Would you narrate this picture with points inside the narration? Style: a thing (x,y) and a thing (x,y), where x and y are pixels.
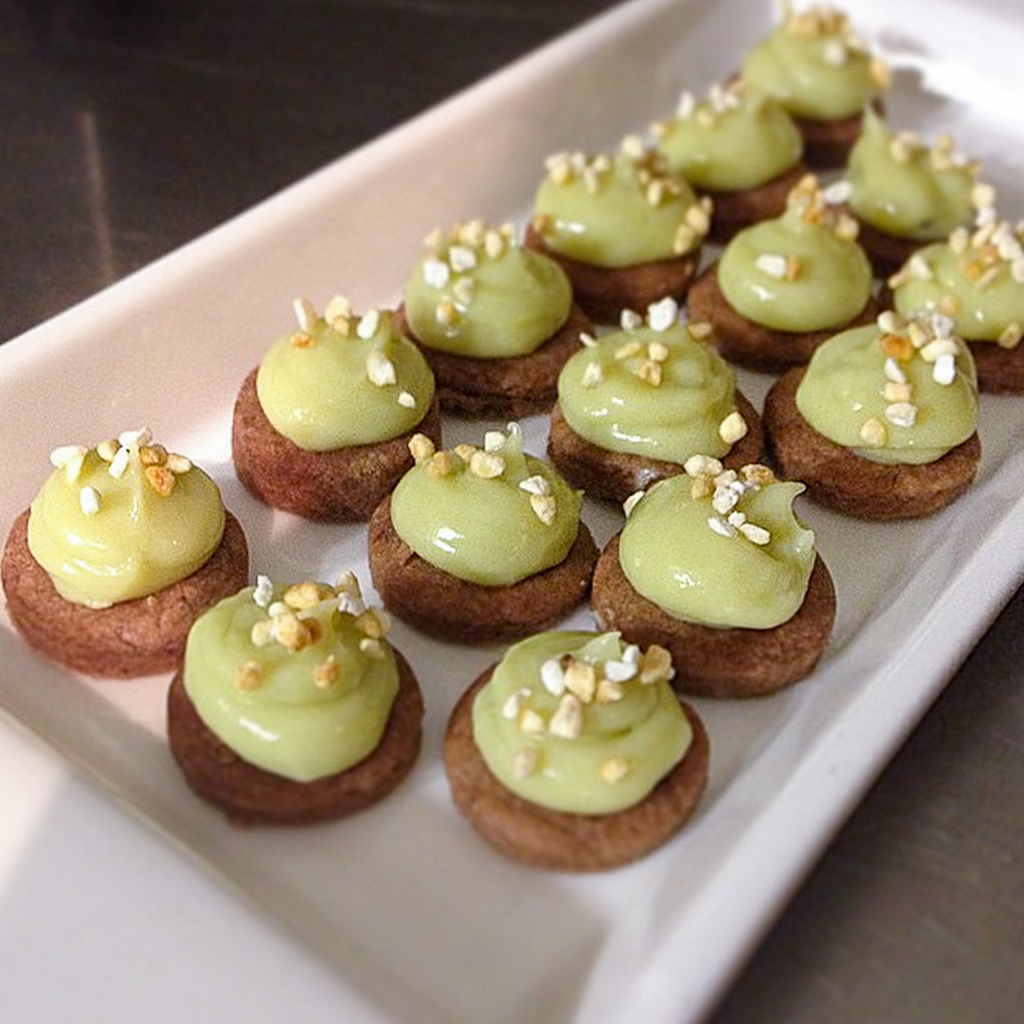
In this image there is a table (89,292). On top of it there are food items (497,728) in a tray (390,976).
